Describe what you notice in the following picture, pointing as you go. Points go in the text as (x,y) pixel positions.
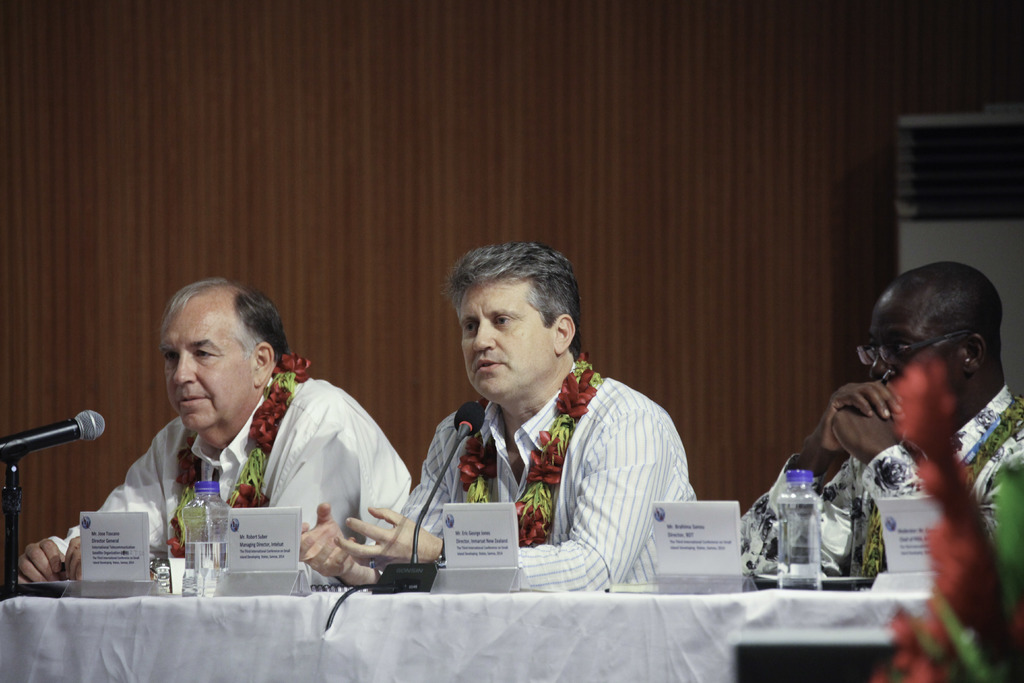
In this image I can see three persons (880,462) sitting. The person (668,478) in the middle (579,447) wearing white shirt (629,464), in front (210,495) I can see two microphones (3,447), bottles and few boards (465,545) on the table (343,614). Background (597,25) I can see the wall (483,224) in brown color.
